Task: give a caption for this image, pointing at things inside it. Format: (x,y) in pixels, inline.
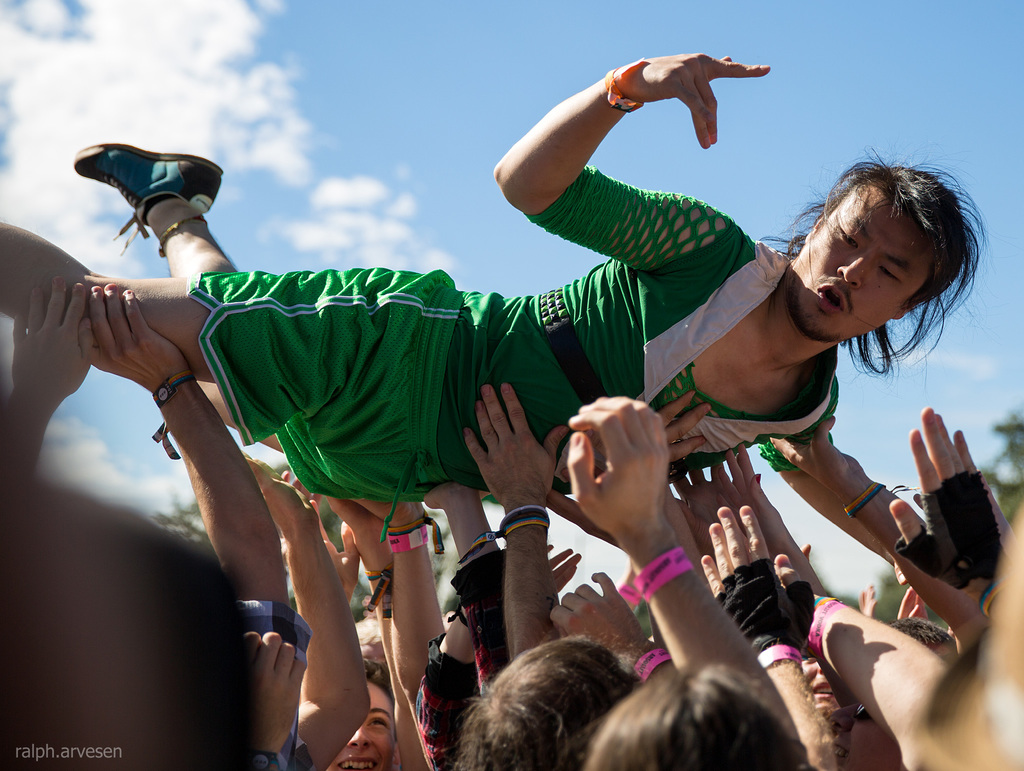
In this picture, we see the group of people (604,635) are lifting the man (557,413) who is wearing a green T-shirt (603,341). In the background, we see the trees (877,603). At the top (363,120), we see the sky (430,80) and the clouds (78,60).
